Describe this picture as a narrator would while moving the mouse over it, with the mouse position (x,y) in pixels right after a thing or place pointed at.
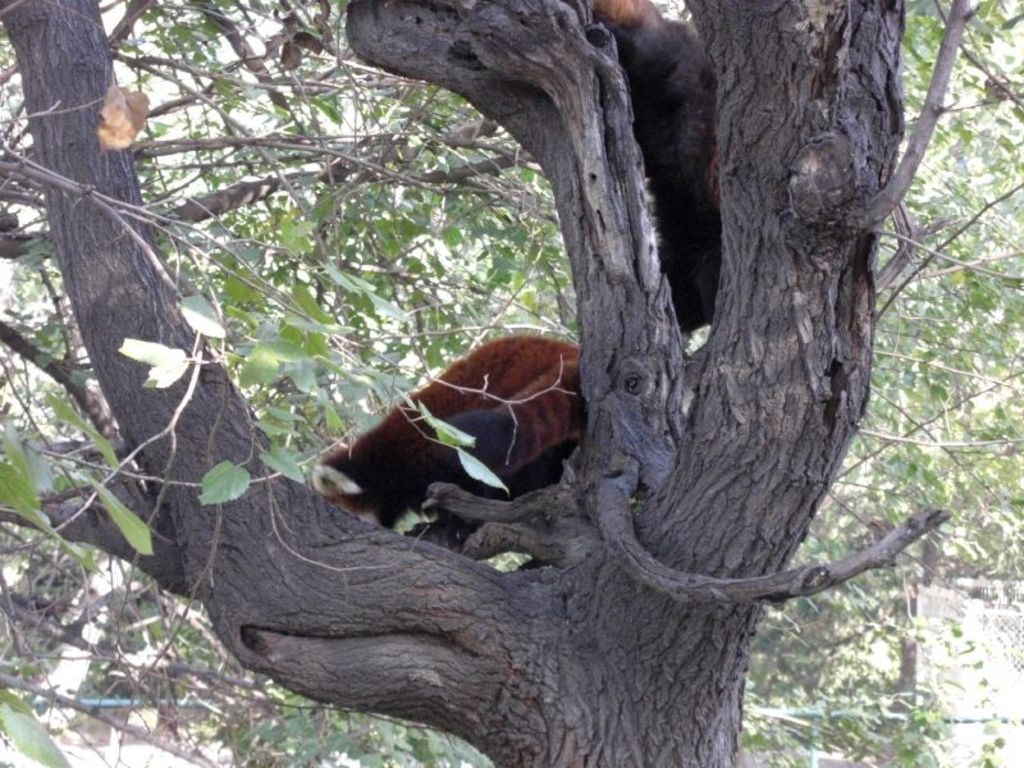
In this image I can see a tree (641,498) which is ash in color and on the tree (550,535) I can see two things (476,445) which are brown and black in color. To the bottom of the image (164,754) I can see the ground (153,723) and few other objects (139,719).
